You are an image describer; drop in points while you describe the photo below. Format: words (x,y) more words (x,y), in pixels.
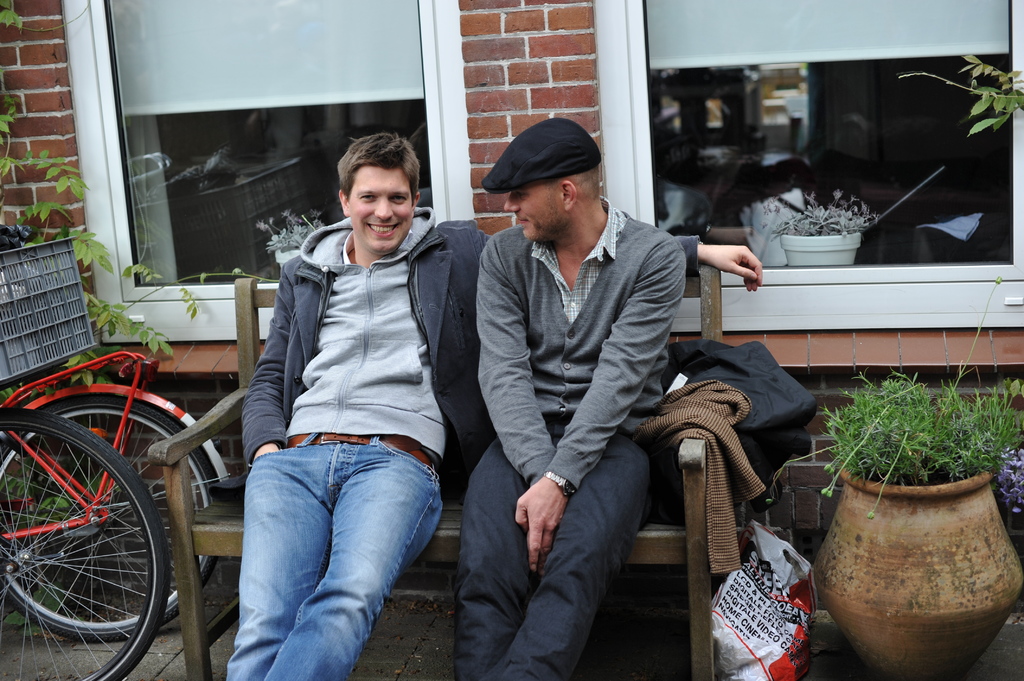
In this picture we can see people (572,560) sitting on a bench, here we can see bicycles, plants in the pots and in the background (876,330) we can see a wall (860,341), people (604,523) and some objects (751,437).
